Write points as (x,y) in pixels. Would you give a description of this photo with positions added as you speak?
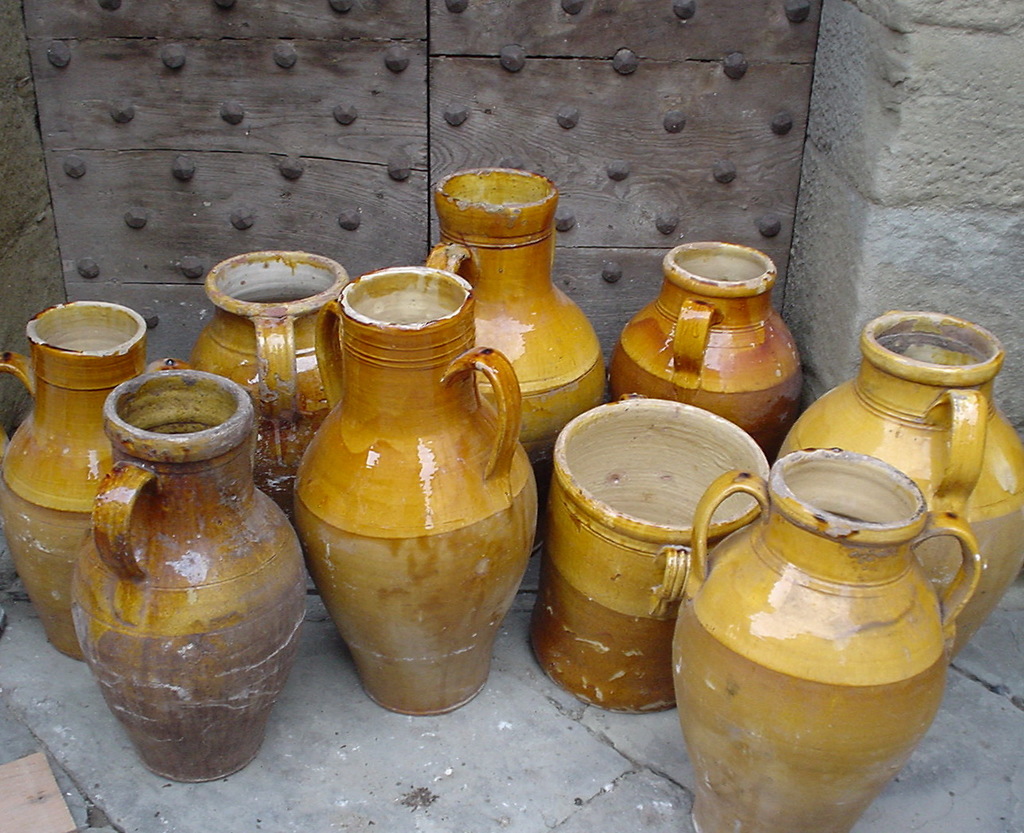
In this image I can see few jugs (365,482) which are in brown color. In the back (251,151) I can see the wooden door (309,144) and the wall (875,131). I can see some nails (341,119) to the wooden door (505,124).
